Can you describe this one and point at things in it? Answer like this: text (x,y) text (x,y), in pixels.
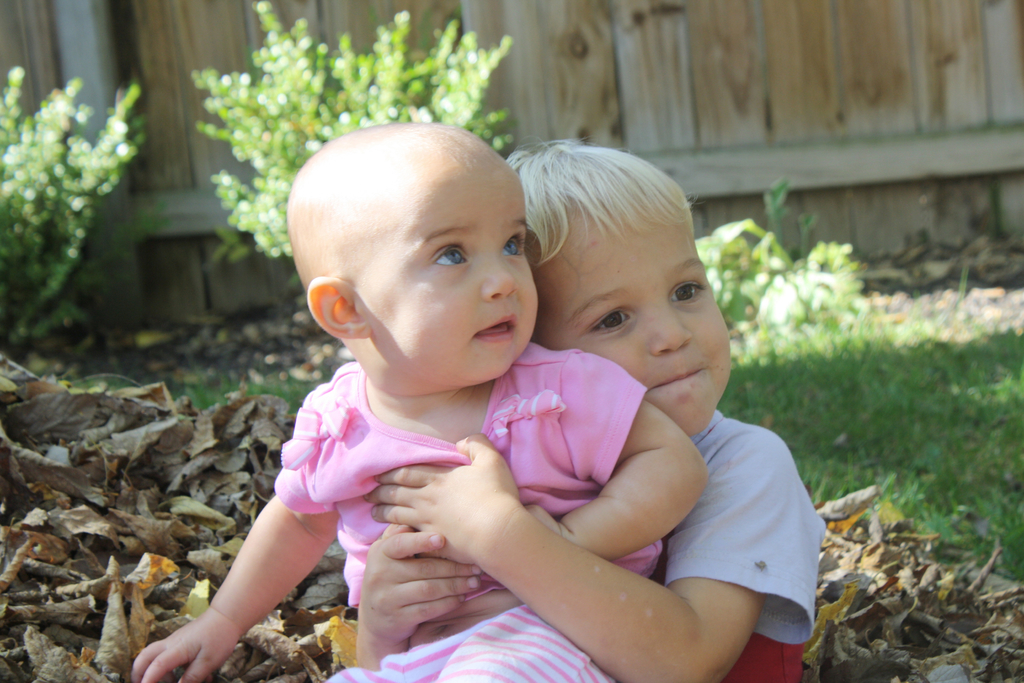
In this picture we can see a kid (419,644) is sitting on the boy (747,452). This boy (464,572) is holding a kid (459,648) with his hands (405,616). We can see a few dry leaves (35,608) from left to right. Some grass (803,424) is visible on the ground (284,365). We can see a few plants (829,258) and a wooden object (496,73) in the background (645,49).
